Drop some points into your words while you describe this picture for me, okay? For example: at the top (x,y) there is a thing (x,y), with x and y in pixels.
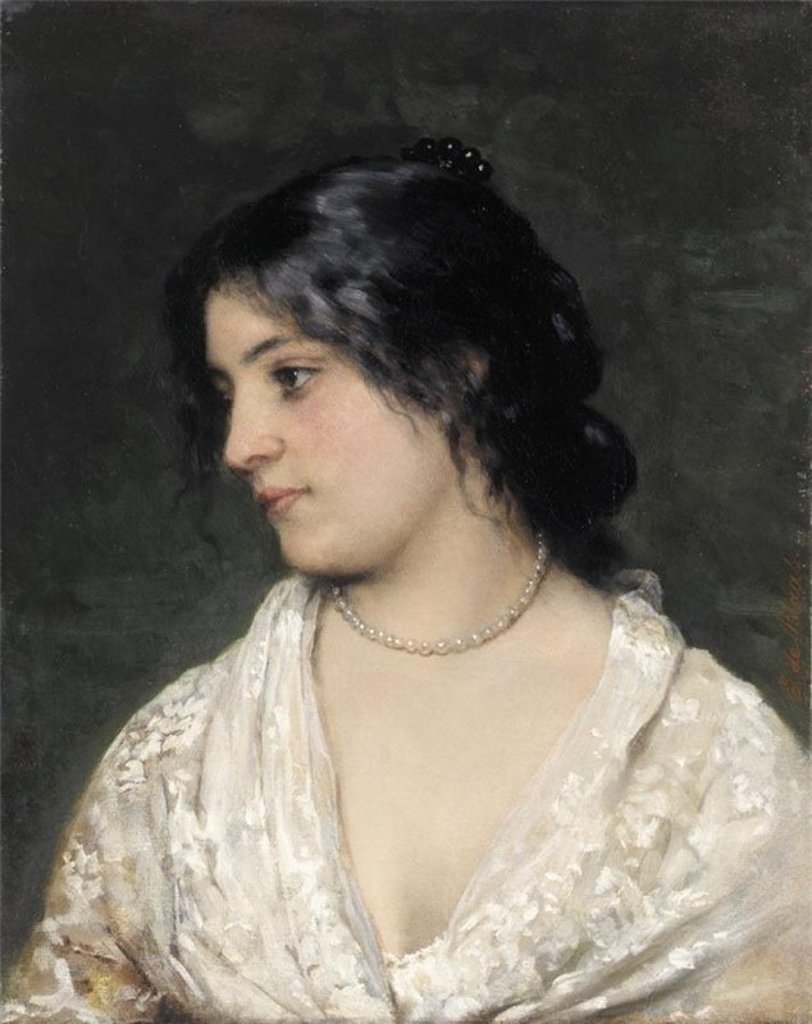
In this image we can see painting (256,480) of a lady (235,744) wearing pearl chain (426,643).
